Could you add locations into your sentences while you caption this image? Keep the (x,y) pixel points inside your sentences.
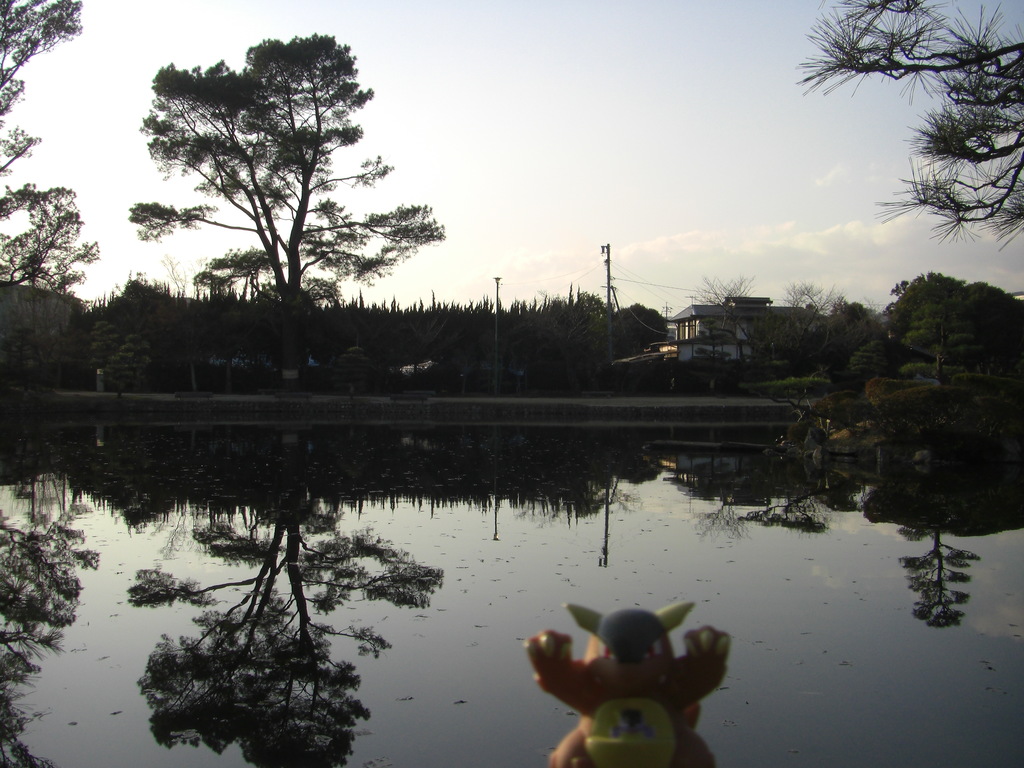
In this image we can see a water body (561,459), a group of plants (820,351), a building (634,361), some poles (610,356), wires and the sky (660,244) which looks cloudy. In the foreground (670,670) we can see a toy (668,685).
